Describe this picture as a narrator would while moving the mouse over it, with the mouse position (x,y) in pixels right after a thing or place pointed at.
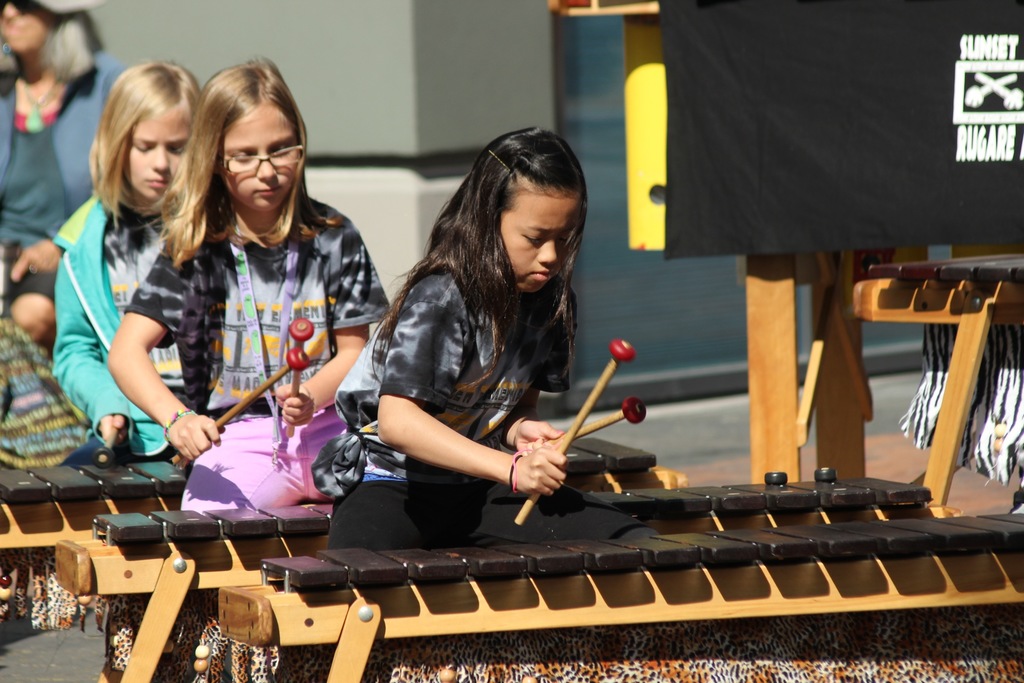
In the image we can see there are children (330,295) sitting, they are wearing clothes (321,415) and holding drum sticks (297,394) in their hands (297,394). Here we can see the musical instruments (348,552), the banner (802,184) and the background (828,163) is slightly blurred.
